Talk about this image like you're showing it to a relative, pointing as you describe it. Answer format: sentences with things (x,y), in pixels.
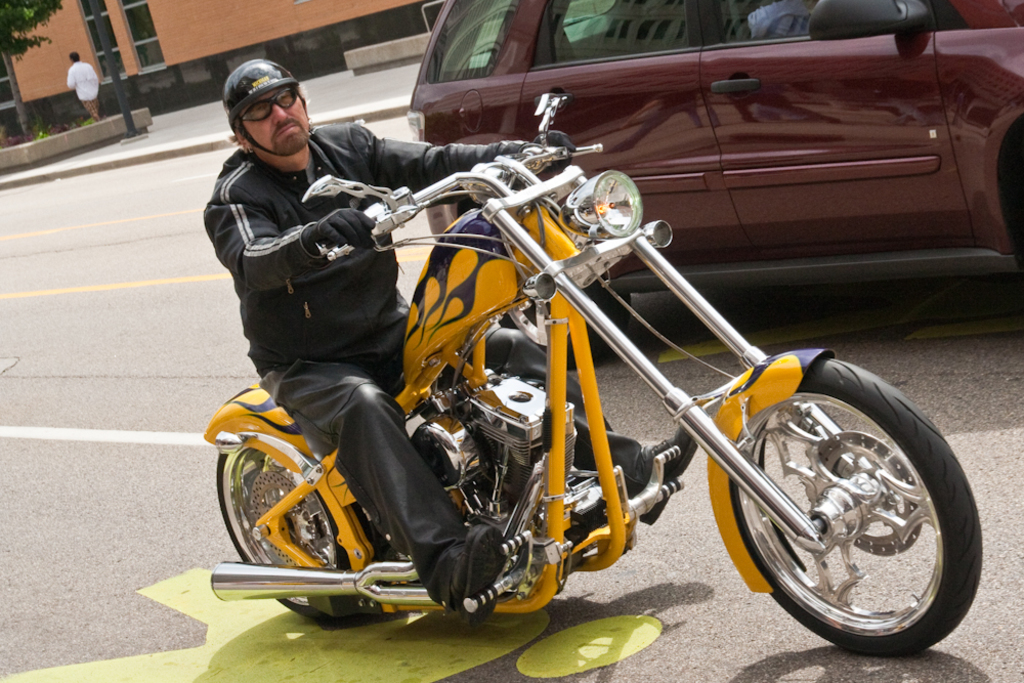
In this image we can see a man (431,581) is riding bike (535,502) on the road (624,632) and besides there is a car (670,79) also on the road (595,360). In the background (83,80) we can see a person (84,95), wall (236,15), windows (129,0), branches (41,37) of a tree (13,27) and a pole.
